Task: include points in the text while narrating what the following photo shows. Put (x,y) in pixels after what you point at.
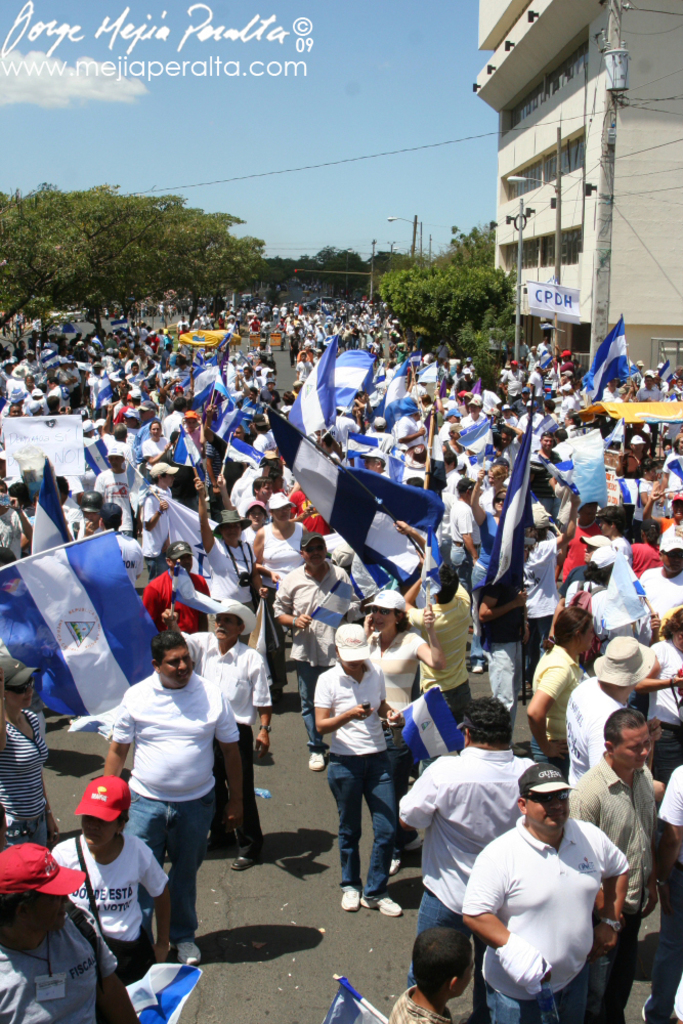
In the image we can see there are people (39,1000) standing on the road (303,846) and holding flags (322,497) in their hand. There are trees (463,278) and there is a building (530,204).
